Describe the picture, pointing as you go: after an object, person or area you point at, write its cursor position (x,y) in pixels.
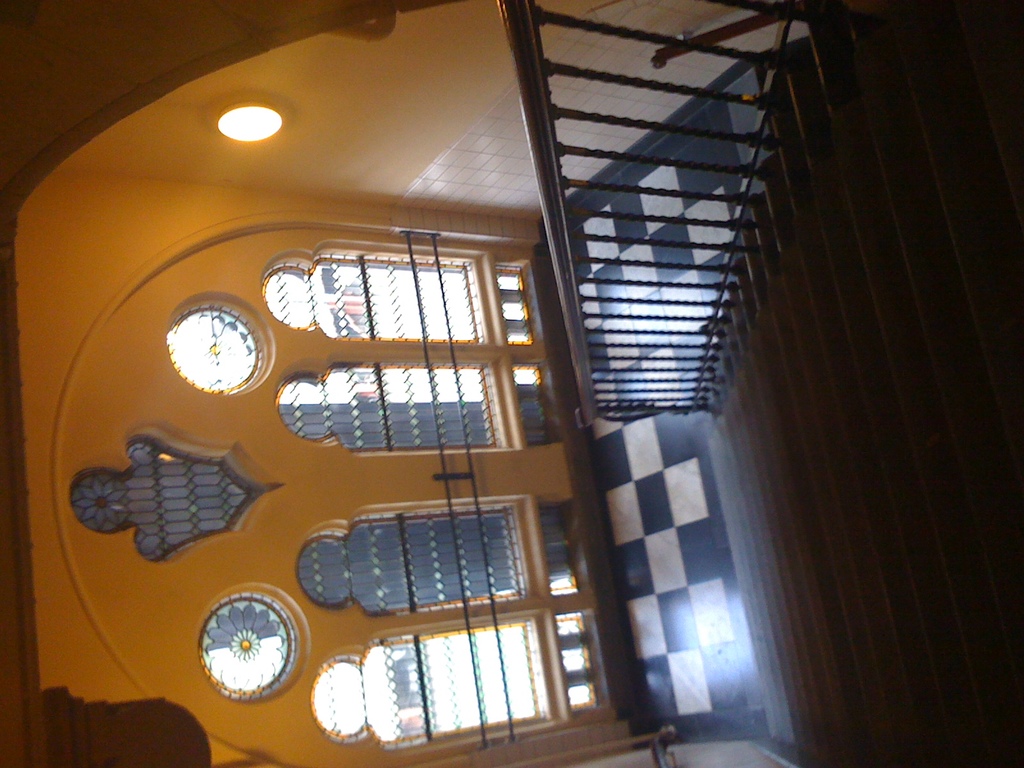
Here in this picture we can see a staircase (857,395) present and in front of that we can see windows (325,535) on the wall (264,584) over there.
